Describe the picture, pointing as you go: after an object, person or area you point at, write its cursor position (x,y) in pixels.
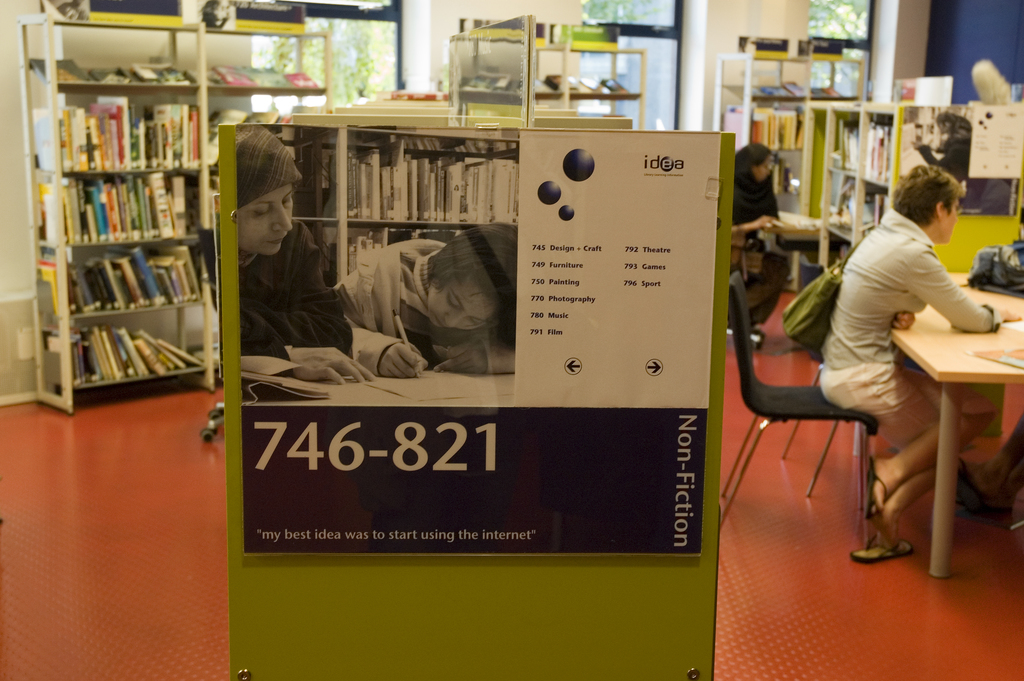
There is a poster (376,347) attached to the board (512,630) in this picture. In the background (899,296), there are some people (858,291) sitting in the chairs (851,408) in front of a table (950,396). We can observe some bookshelves (806,141) in which books (763,130) were placed here. There are some Windows (368,56) in the room (364,59).
